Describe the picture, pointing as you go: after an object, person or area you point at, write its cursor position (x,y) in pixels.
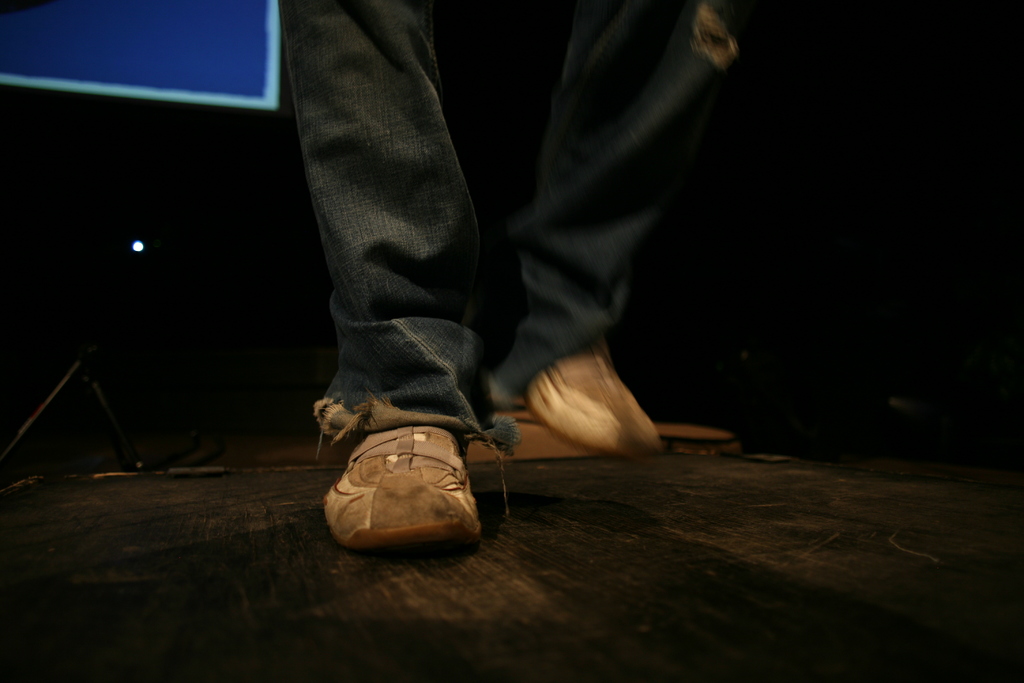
Here we can see legs (599,53) of a person (660,30) on a platform (590,617). There is a dark background (926,155).
